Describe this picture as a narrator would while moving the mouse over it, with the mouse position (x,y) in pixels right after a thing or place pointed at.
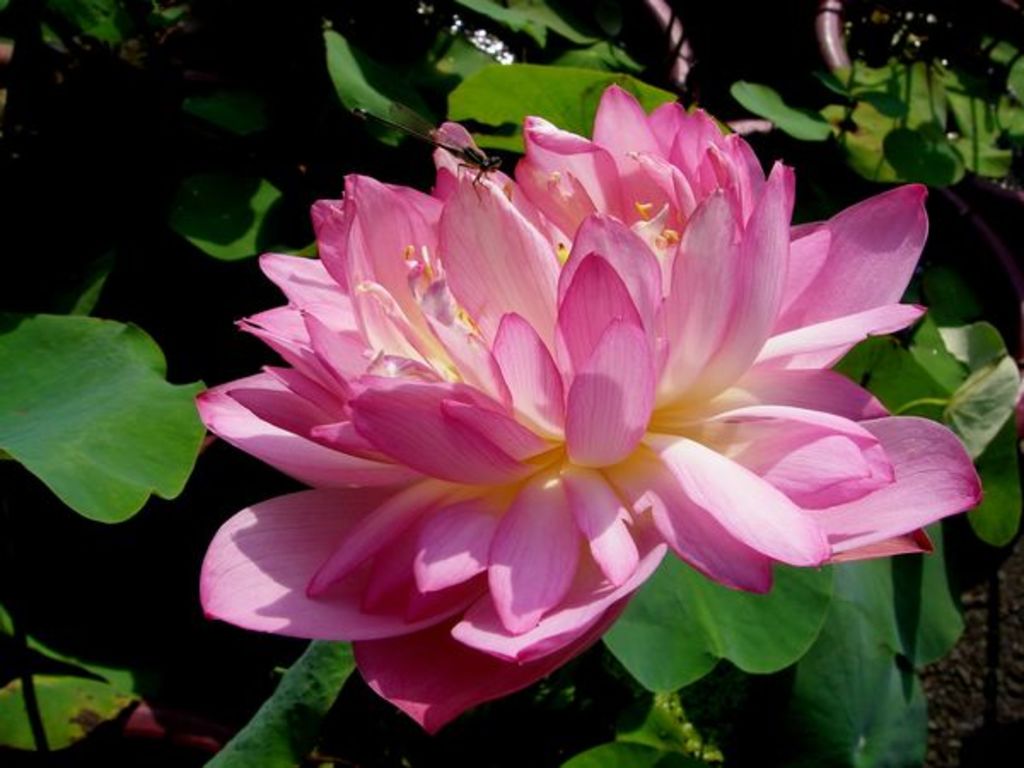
This picture consists of pink color lotus flower (659,265) visible on plant (655,652) there are some leaves (482,86) visible in the middle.
